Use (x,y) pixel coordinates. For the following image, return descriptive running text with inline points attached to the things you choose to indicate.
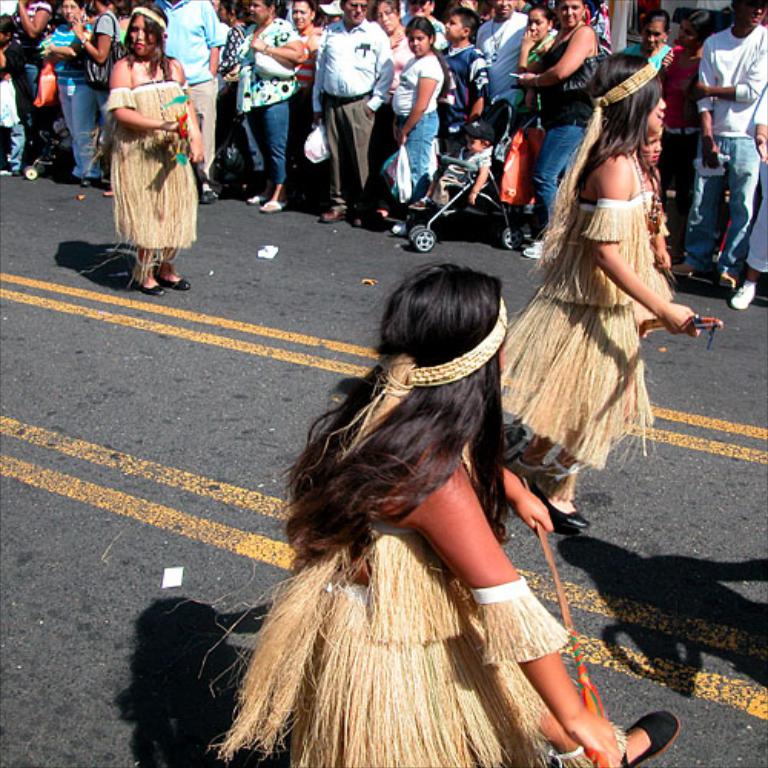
As we can see in the image there are lot of people (506,42) gathered and they are watching the three women (142,161) who are dancing on the road (197,352).
